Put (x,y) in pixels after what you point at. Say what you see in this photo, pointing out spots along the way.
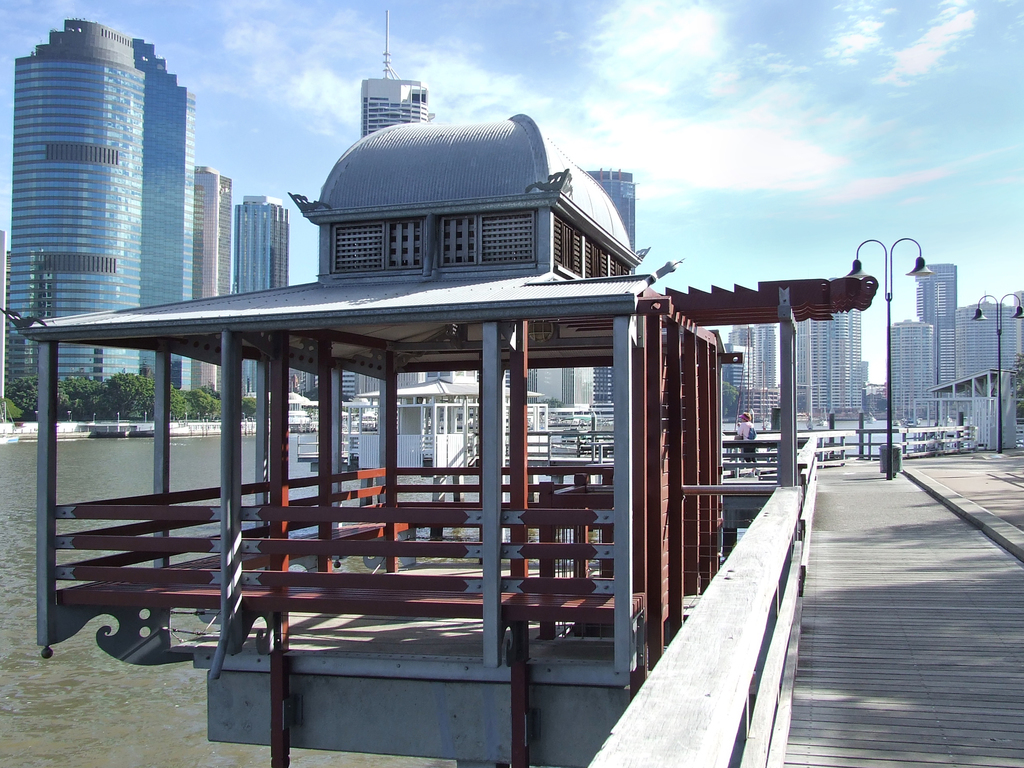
This image is taken outdoors. At the top of the image (496,85) there is a sky (520,93) with clouds (923,178). On the right side of the image (836,531) there is a pavement (865,573) and two poles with street lights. In the middle of the image (676,337) there is a cabin (235,481) with railings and roof (604,299). On the left side of the image (14,698) there is a river (125,497). In the background (135,243) there are many buildings (129,196), skyscrapers (34,136) and trees (187,398).
